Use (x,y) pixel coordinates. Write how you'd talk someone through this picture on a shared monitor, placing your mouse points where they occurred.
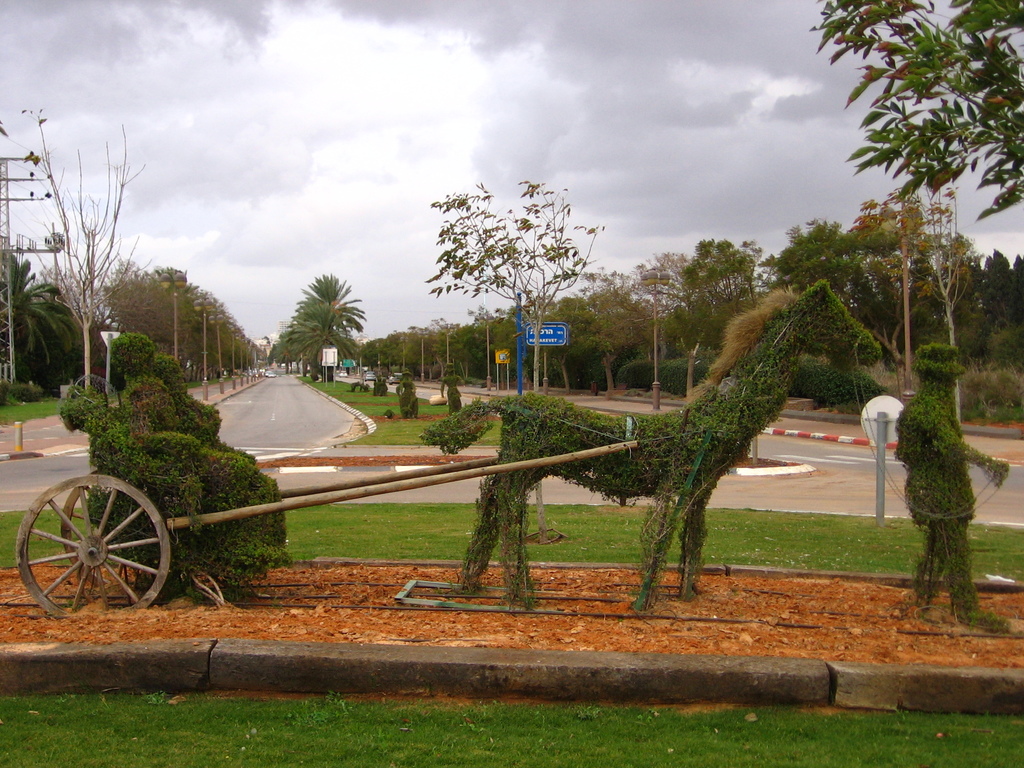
In the center of the image (343,498), we can see a cart (92,514) and we can see artificial grass (215,433) people (930,508) and there is an animal (536,429). In the background (457,277), there are trees (457,277), plants (1014,406), poles (176,317) and we can see vehicles (373,373) on the road (236,428). At the top (352,81), there are clouds (419,93) in the sky (407,96).
